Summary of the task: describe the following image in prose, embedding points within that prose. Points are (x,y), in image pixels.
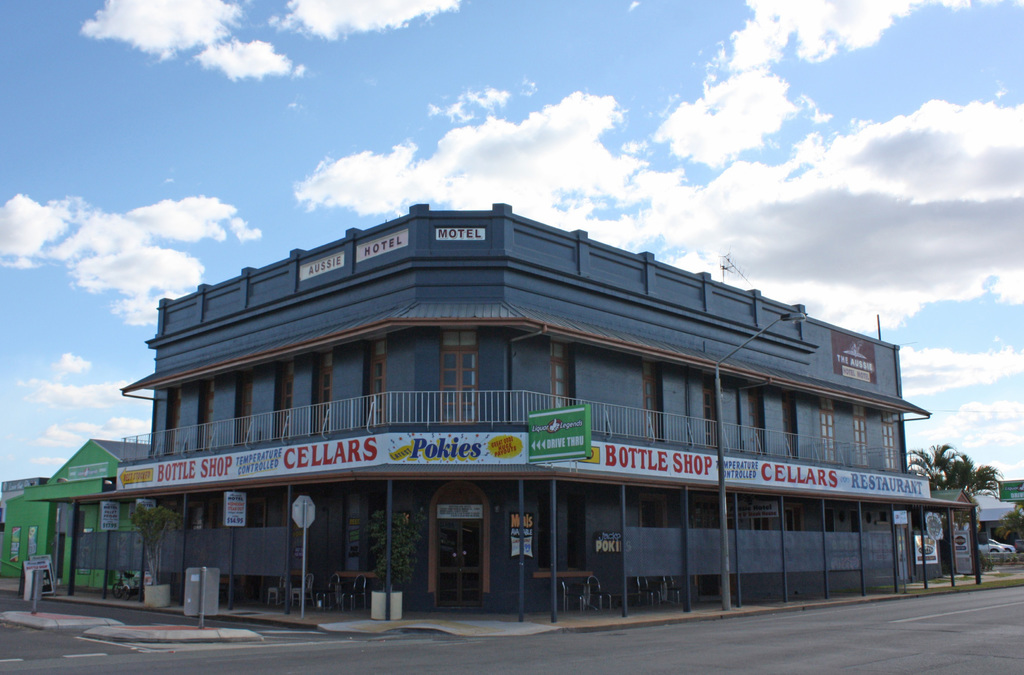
In this picture we can see buildings (511,290), trees (940,463), plants (145,535), vehicle (984,549), hoarding (696,465), boards (301,516), light pole (745,343) and cloudy sky (758,209).
